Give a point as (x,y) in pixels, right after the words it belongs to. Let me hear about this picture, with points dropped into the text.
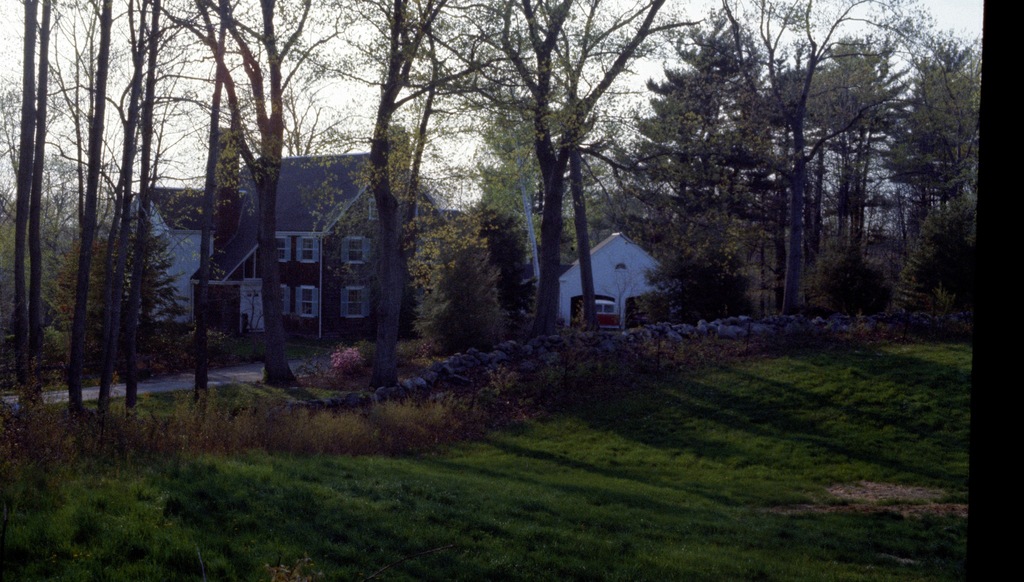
At the bottom of the picture (556,482), we see grass (591,506) and shrubs (386,436). There are trees (433,227) and buildings (640,313) in the background (660,230). We even see the stones (598,342). Beside that, we see the pavement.
